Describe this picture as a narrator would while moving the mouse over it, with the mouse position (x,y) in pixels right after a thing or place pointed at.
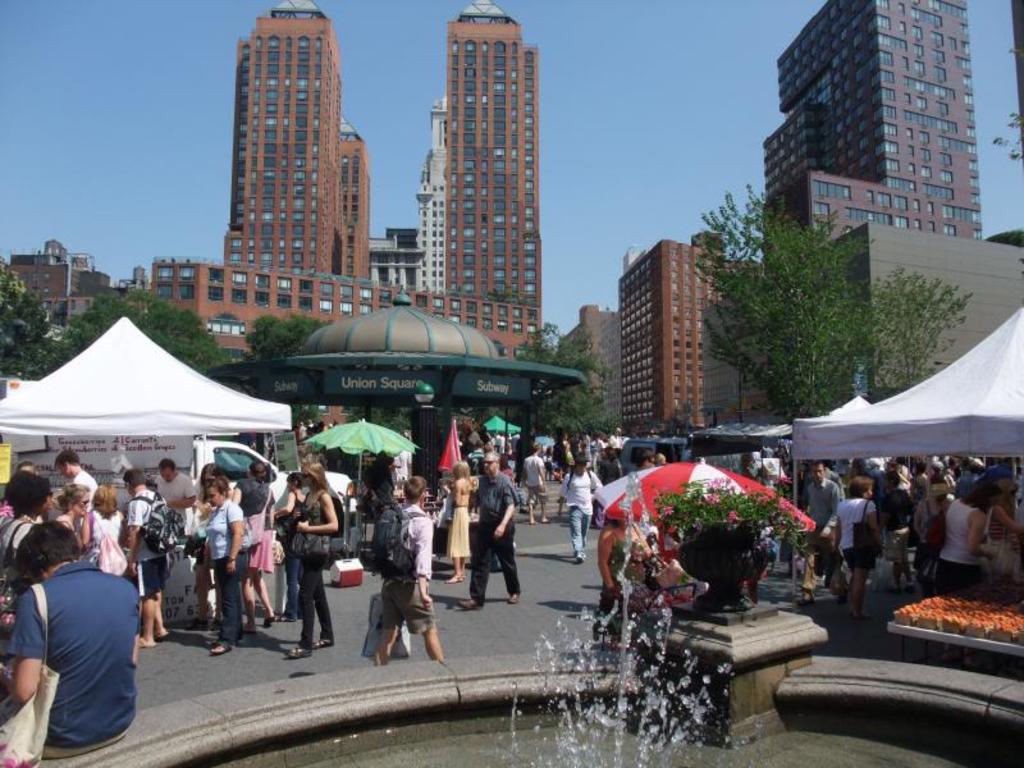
In this image there are buildings (283,76) and trees (583,400). We can see tents (1019,378). At the bottom (426,553) there are people (894,527) and we can see a fountain (691,703). In the background (645,210) there is sky (151,167) and we can see a car (218,463).
